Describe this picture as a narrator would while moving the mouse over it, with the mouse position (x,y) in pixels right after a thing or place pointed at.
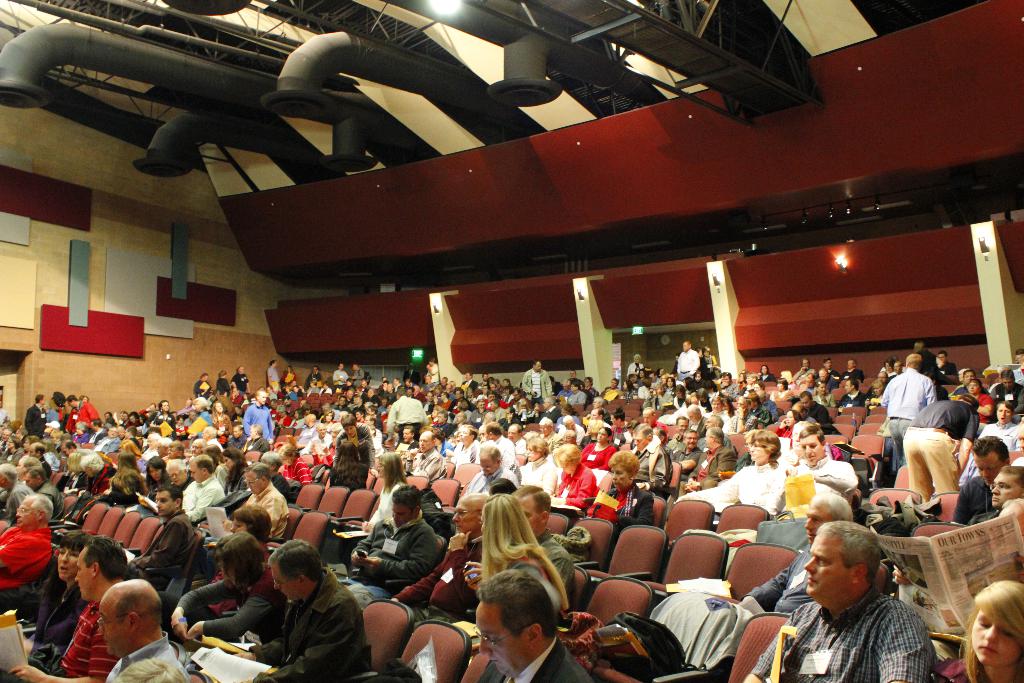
In this image, we can see some people (68,568) sitting on the chairs (664,681), at the top (88,64) we can see some ducts (33,80) and we can see the walls (673,181).
